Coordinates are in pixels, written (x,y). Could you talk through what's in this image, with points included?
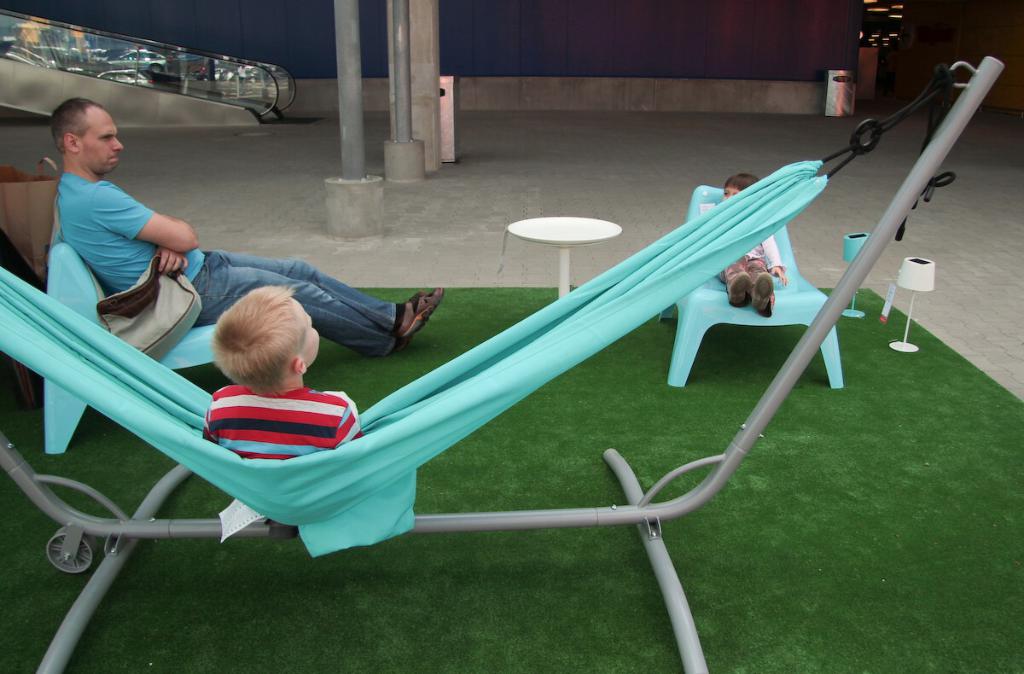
In this image in front (468,380) there is a boy (299,403) sitting on the bed (43,343) supported by the metal rods (590,520). In front of him there are two people (771,303) sitting on the chairs (742,310). At the bottom of the image (766,526) there is a mat (770,555) on the floor (476,151). There are lamps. There is a table (617,227). In the center of the image (346,231) there are pillars (429,146). There are trash cans (839,105). On the left side of the image (194,87) there is an escalator (189,97). In the background of the image (313,93) there is a wall (664,84). On top of the image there are lights (885,39).
